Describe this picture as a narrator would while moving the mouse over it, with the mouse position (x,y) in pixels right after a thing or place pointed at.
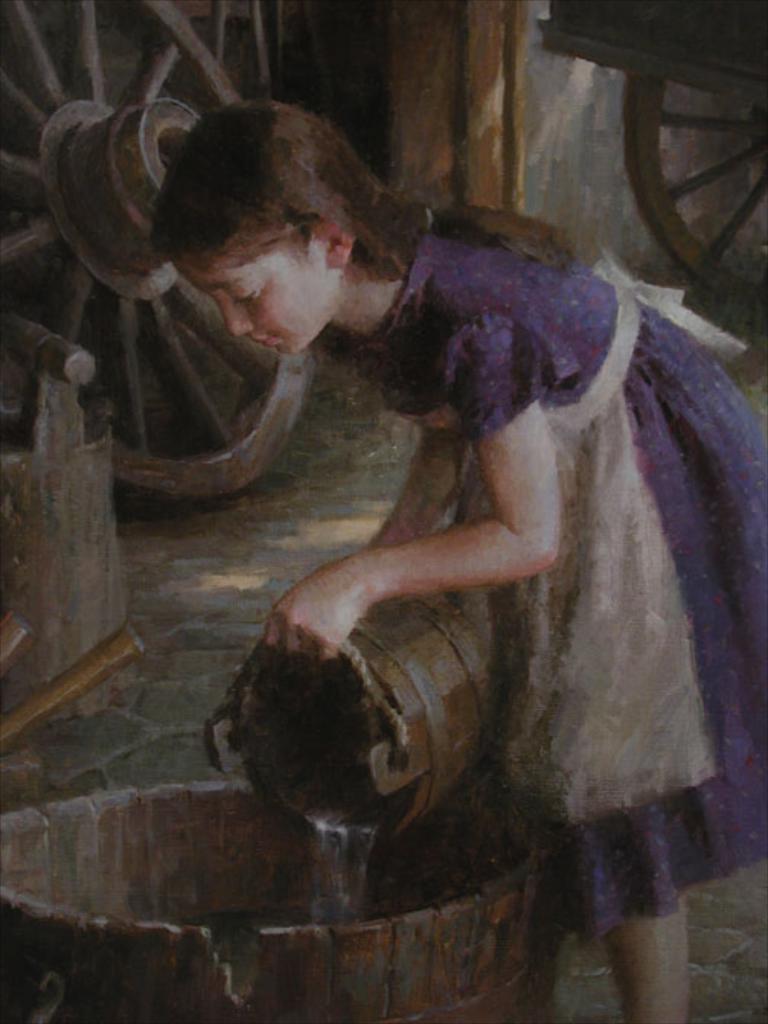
This is a painting image of girl (638,813) pouring water (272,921) in the tub (321,930) with something, beside her there are some wheels (82,303).
